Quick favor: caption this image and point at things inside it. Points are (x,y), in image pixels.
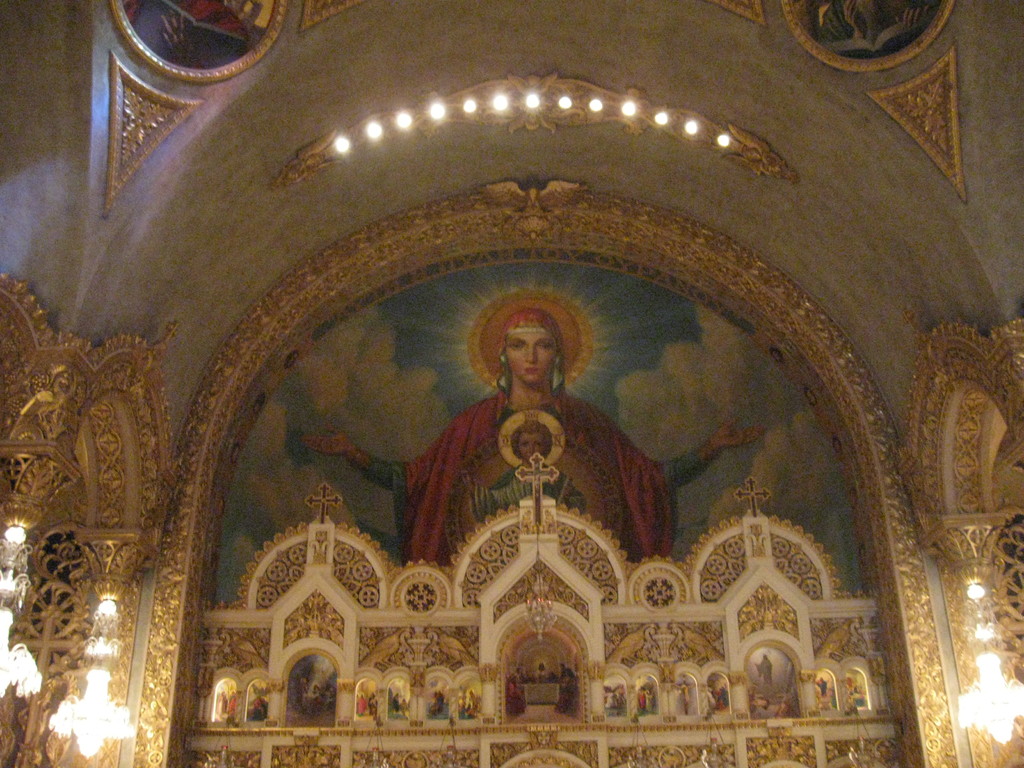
This image is taken inside the building (396,563). In the center of the image (442,446) there is a wall painting (480,463). At the bottom (271,761) we can see an altar (633,712) and there are lights (127,707). We can see chandeliers (972,589).
